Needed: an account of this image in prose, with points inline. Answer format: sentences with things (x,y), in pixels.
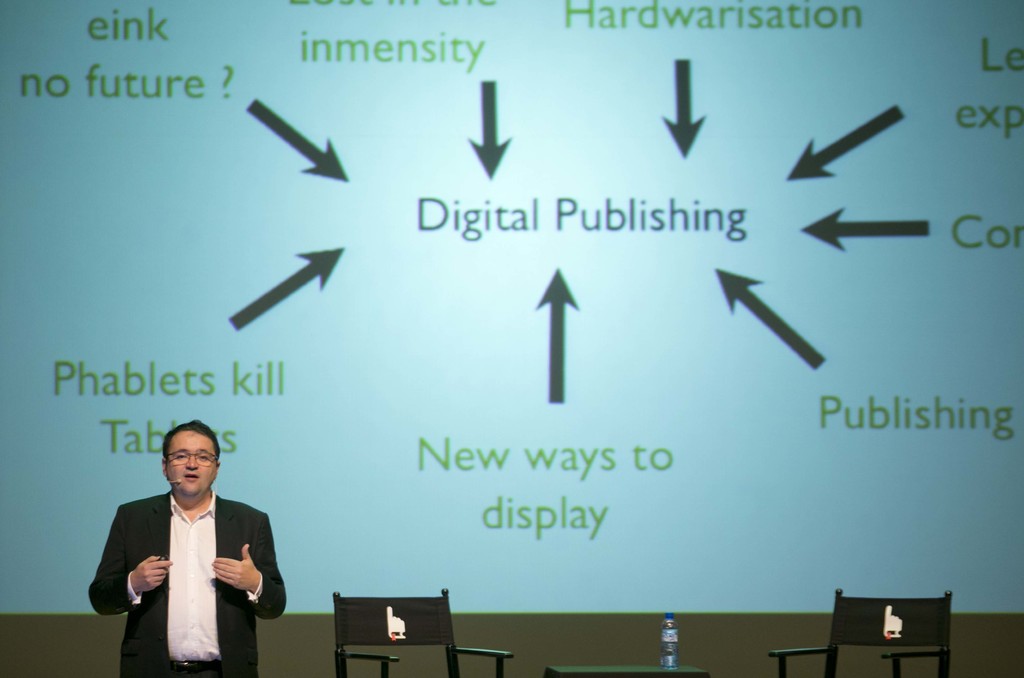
On the bottom left (253,544) there is a man (184,463) who is wearing spectacle (187,456), mic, blazer (241,523), shirt (185,577) and trouser (208,671). Besides him we can see a chair (343,618). On the table (666,674) there is a water bottle (670,644). On the bottom right corner (870,620) there is a chair (904,632). On the background (906,340) we can see projector screen (716,296).
